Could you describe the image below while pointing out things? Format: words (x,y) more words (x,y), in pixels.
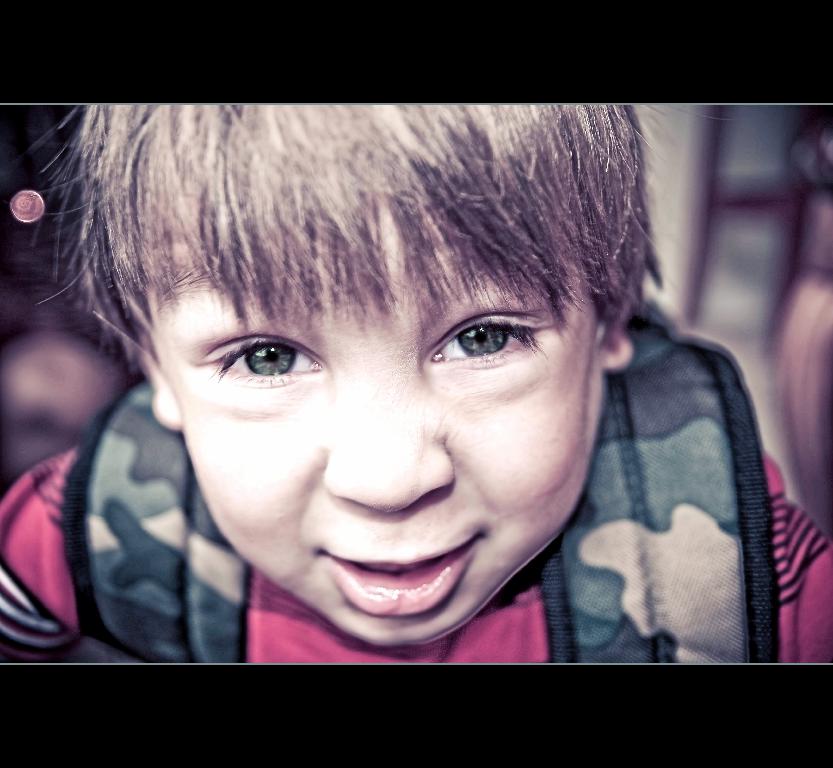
In this image there is a boy (480,572).
